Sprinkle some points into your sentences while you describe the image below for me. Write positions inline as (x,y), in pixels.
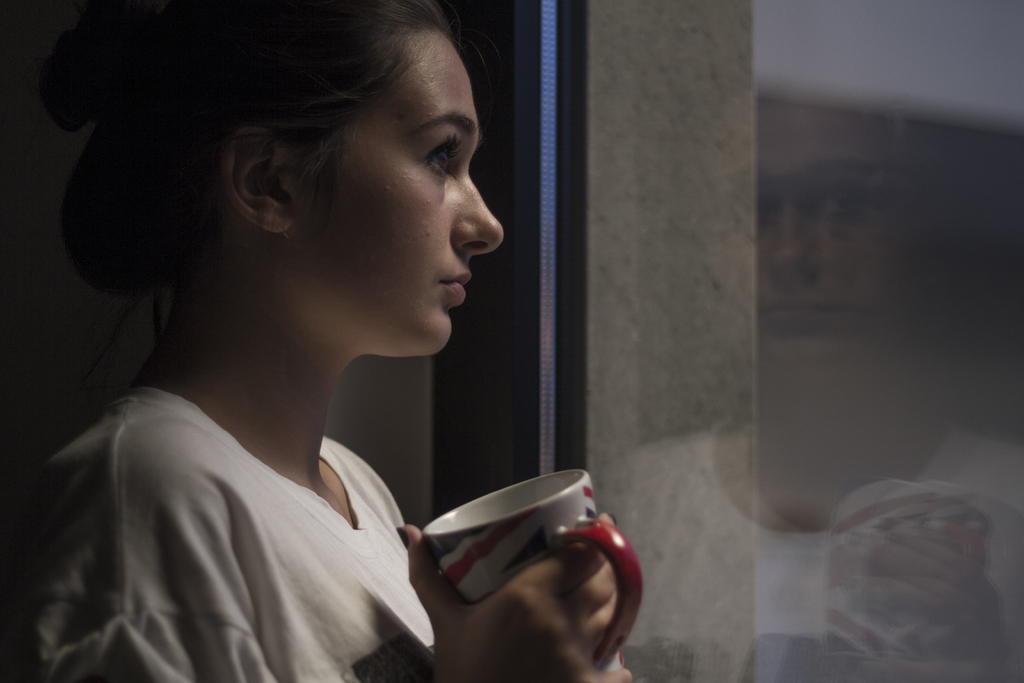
In this image I can see a woman (301,296) is holding a cup (522,565) in her hand (530,585) and wearing a white color dress (207,561).
